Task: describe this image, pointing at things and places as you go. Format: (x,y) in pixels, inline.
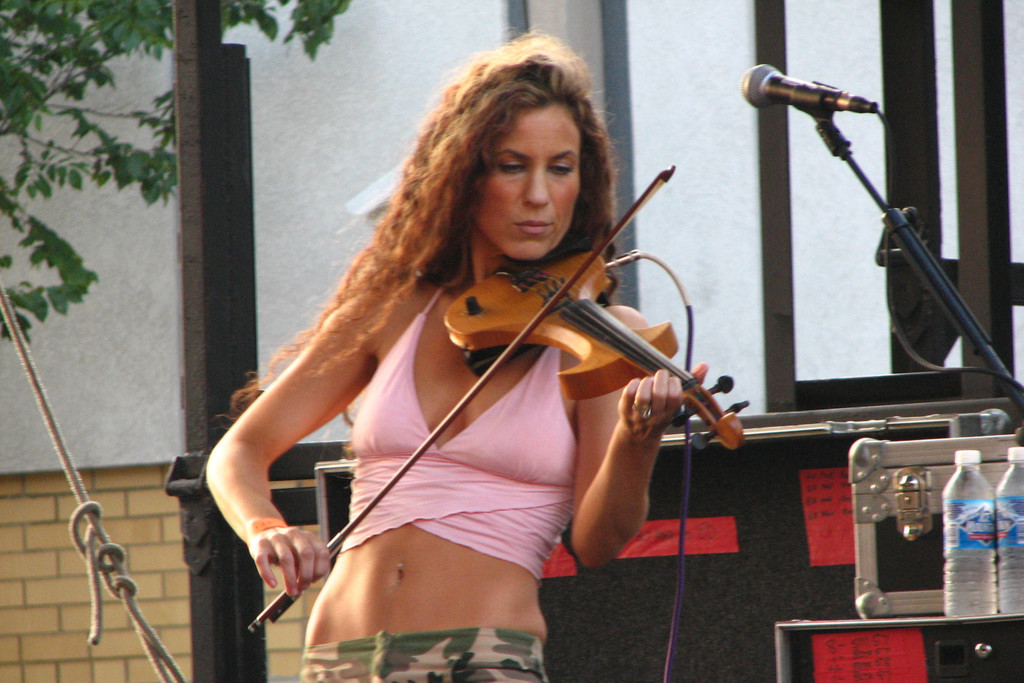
In the middle of the image (648,413) a woman (576,55) is standing and playing violin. On the right side of the image (856,108) there is a microphone (788,103) and there are some electronic devices (949,465) and water bottles (999,598). Behind her there is a wall (691,63). Top left side of the image (164,17) there is a tree (314,23).
